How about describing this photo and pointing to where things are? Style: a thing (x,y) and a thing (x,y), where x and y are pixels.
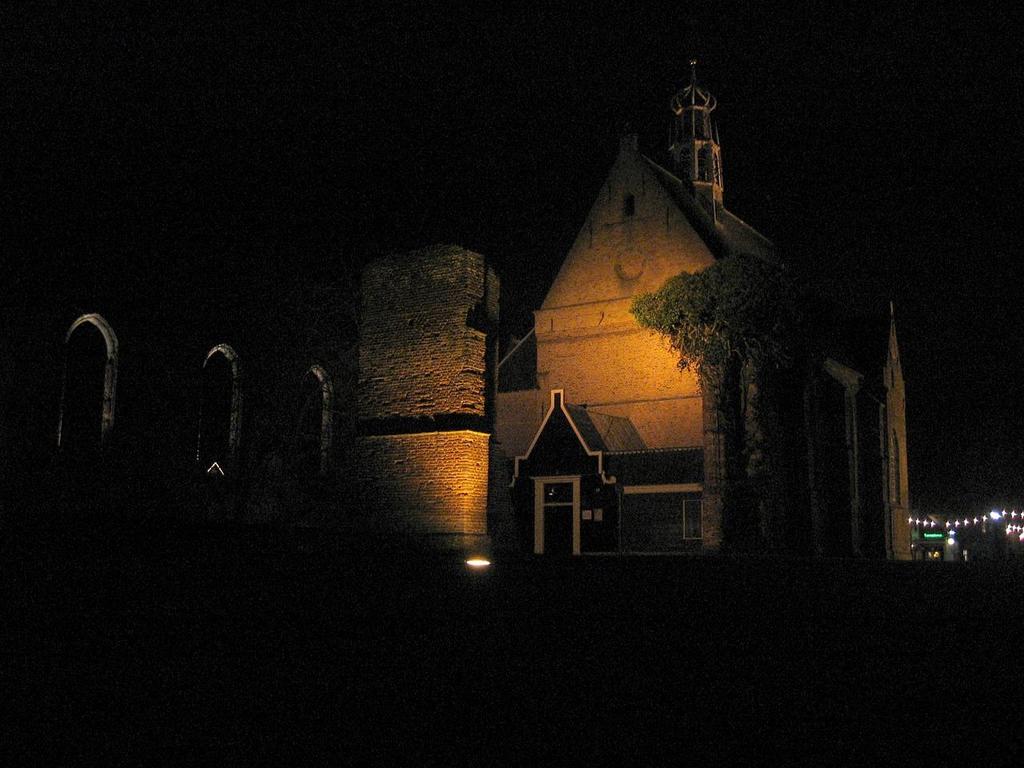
In this picture we can describe about the night view in the image, In the front (608,550) we can see brown color brick castle (616,350). Above we can see dome tower (707,203) and on the left side (85,352) you can see three arch (229,433).
